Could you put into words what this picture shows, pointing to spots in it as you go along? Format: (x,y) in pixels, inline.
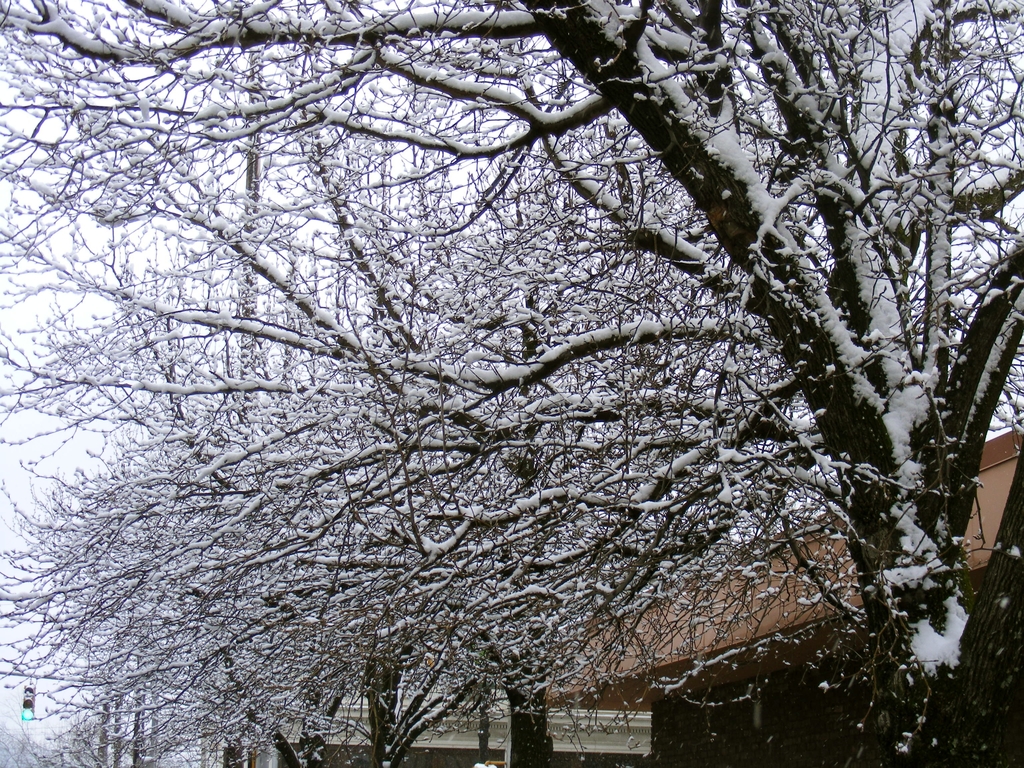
In the background of the image (390,738) we can see the trees (645,277) which are covered with ice (303,117). At the bottom of the image (472,753) we can see the buildings (633,672) and traffic light (27,702). At the top of the image (169,167) we can see the sky (12,702).
